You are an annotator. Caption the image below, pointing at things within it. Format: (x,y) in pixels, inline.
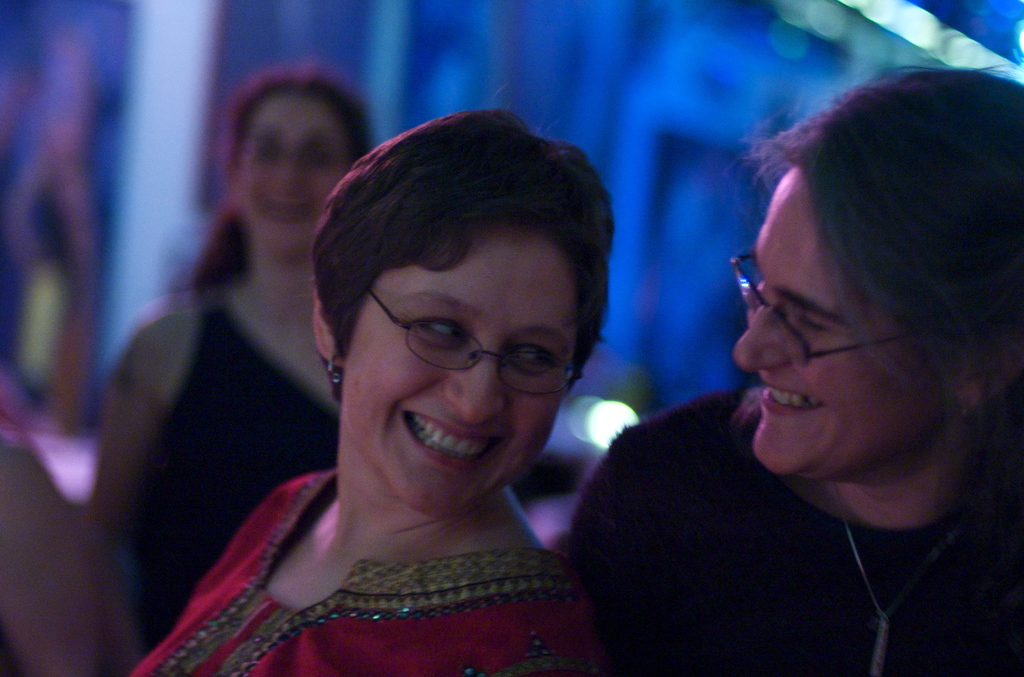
In this image we can see few persons (450,302), two of them are wearing specs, and a lady (450,445) is wearing a red dress (388,590), and the background (529,40) is blurred.
